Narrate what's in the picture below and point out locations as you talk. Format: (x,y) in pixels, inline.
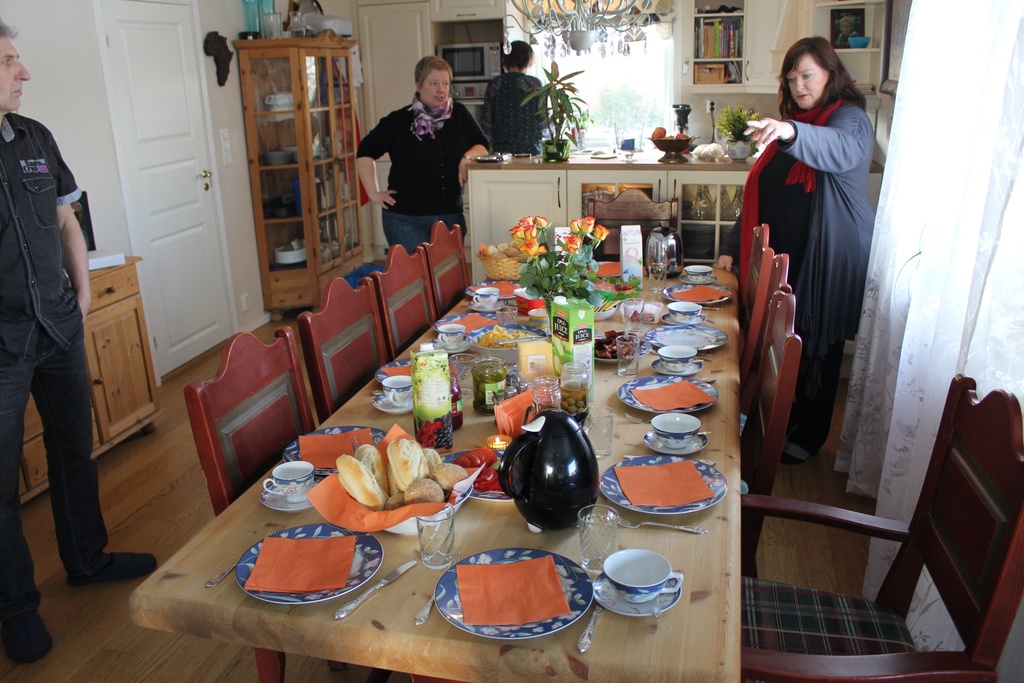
In this Image I see a man (14,536), 2 women (748,247) and a person (501,73) over here and I see that all of them are standing. I see there are chairs (609,222) and table (720,374) in front (375,453) and there are lot of things (695,479) on it. In the background (209,254) I see the door (183,7), a cabinet (251,145), few things (687,119) on the countertop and few things (702,72) over here and I see 2 plants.
